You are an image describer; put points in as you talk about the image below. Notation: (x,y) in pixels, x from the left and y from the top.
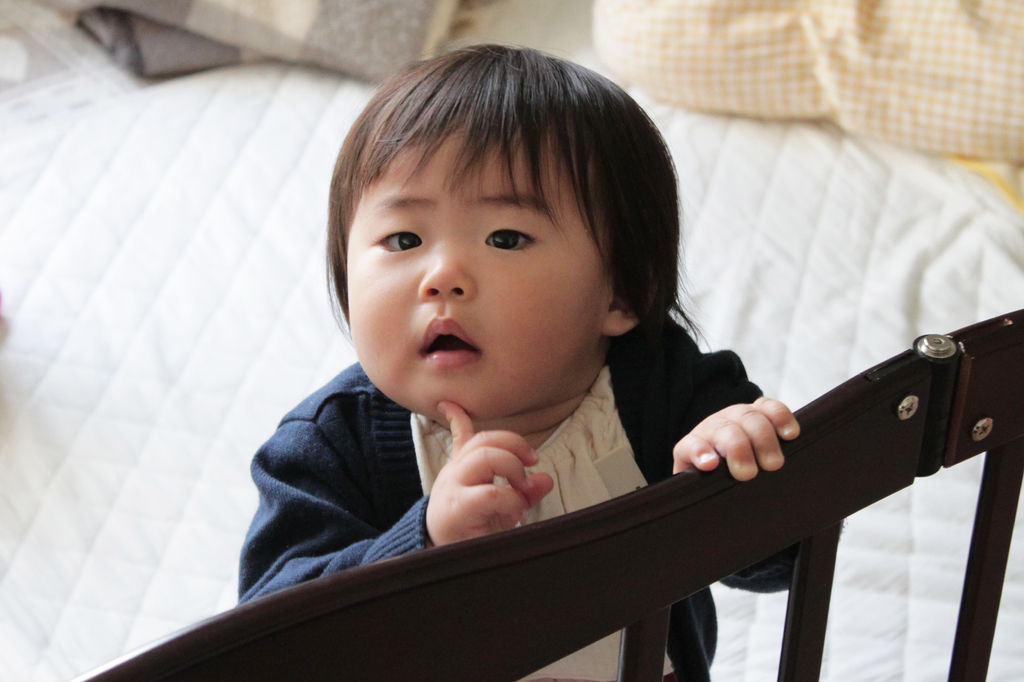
In this image I can see a child (587,332) and a bed (237,71).
